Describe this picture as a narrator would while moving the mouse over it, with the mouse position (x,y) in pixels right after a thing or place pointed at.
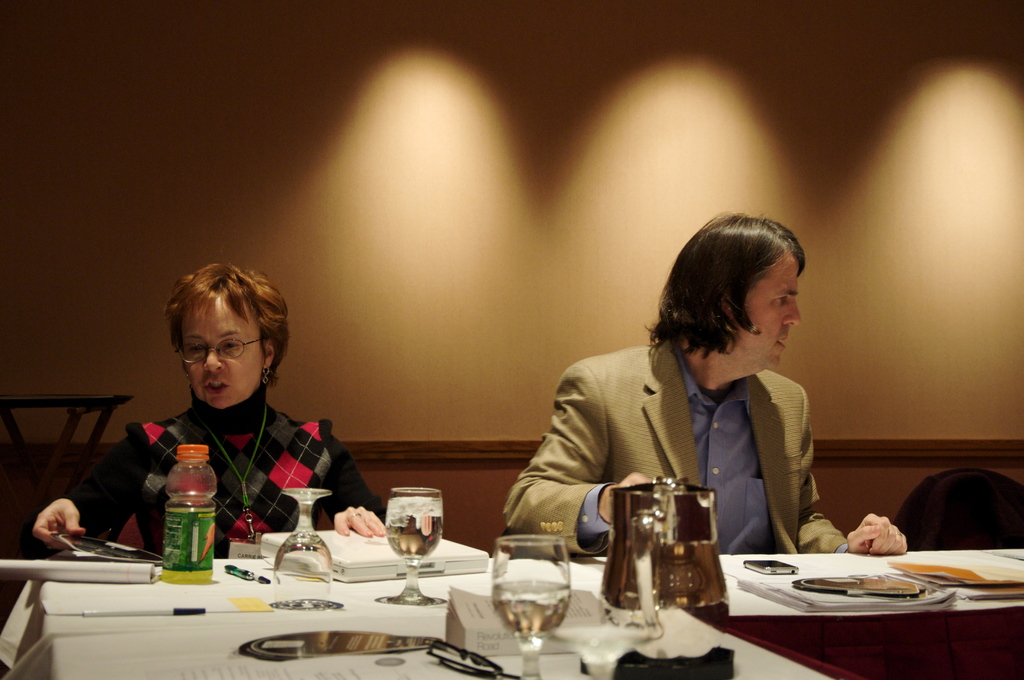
In this image I see a woman (119,509) and a man (760,387) who are sitting on chairs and I see a table (1,655) in front of them and there are lot of things (78,539) on it. In the background (119,5) I see the wall (1015,99).
